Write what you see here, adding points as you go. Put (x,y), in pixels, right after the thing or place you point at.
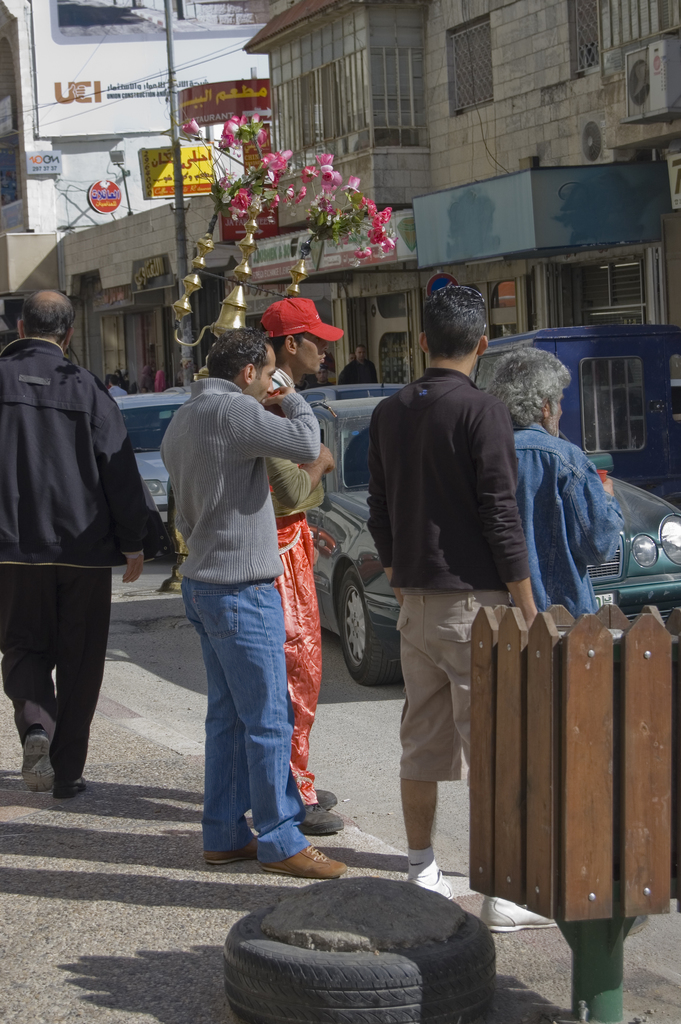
In the image there are few men (31,511) standing and walking on the side of the road (194,920), there is a tire (346,988) and a stand (516,867) on the right side (543,840), in the back (355,424) there are cars (343,576) going on the road (395,732) followed by buildings (474,126) in the background (137,90).
